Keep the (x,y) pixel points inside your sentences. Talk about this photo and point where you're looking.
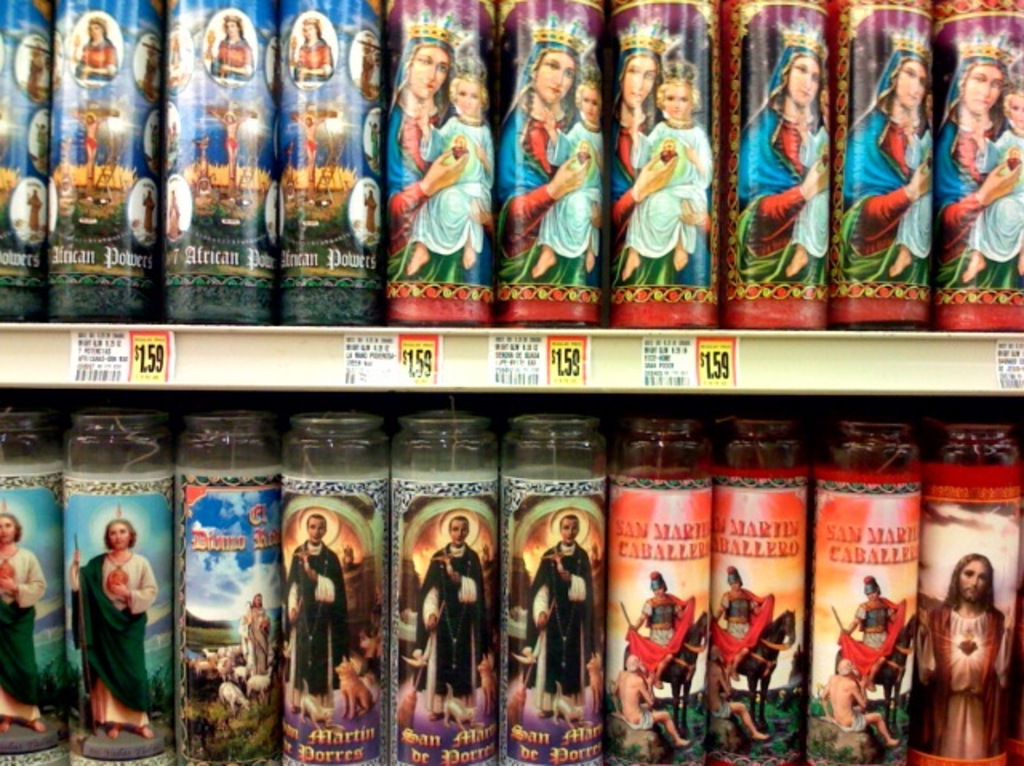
In this image, we can see two shelves (452,381), there are some bottles (985,763) kept on the shelves (229,362), we can see some price tags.
